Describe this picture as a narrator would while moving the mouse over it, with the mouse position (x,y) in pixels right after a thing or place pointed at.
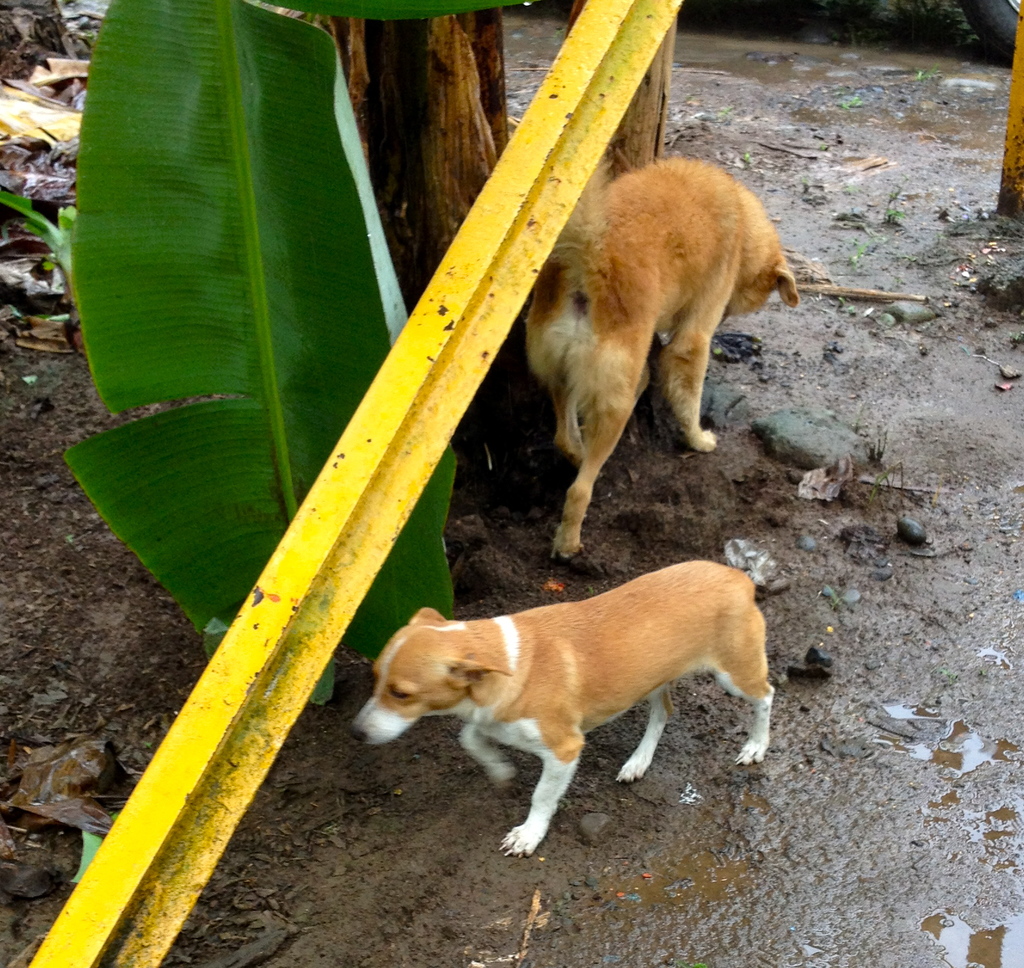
In this image we can see there are two dogs (604,673), a yellow color rod (458,362) and a leaf (444,477).
